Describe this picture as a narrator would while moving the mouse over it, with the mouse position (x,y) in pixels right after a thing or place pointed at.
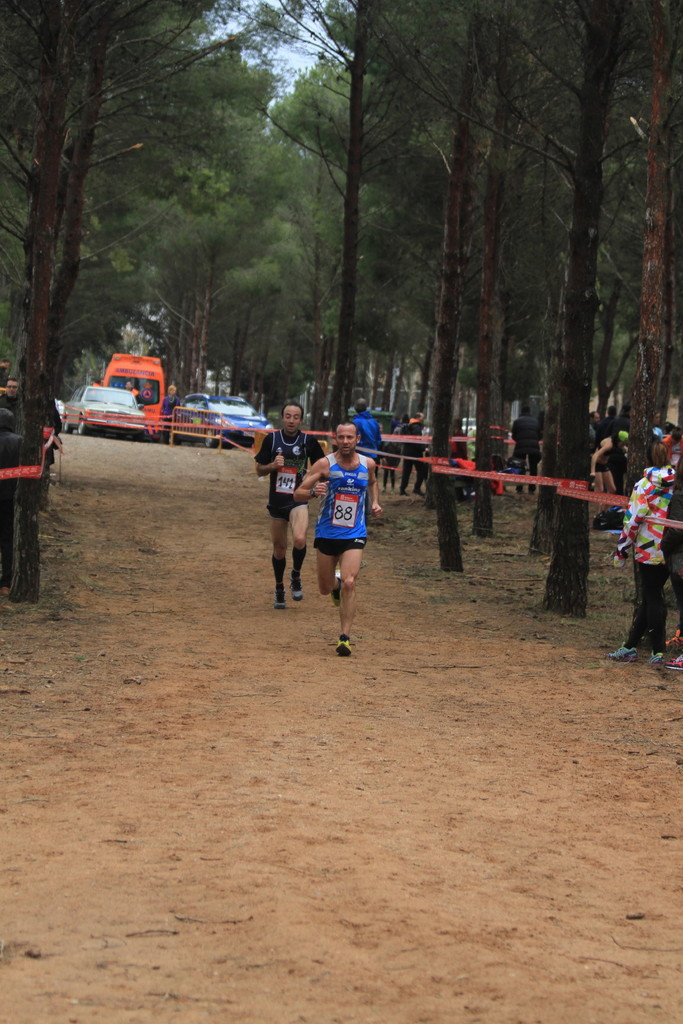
In this image we can see so many trees (668,361), some vehicles (146,389) are parked, a fence (176,420), so many people (676,493) are standing, some objects (663,523) tagged to the tree (22,532) and two persons (287,433) running in a race.
